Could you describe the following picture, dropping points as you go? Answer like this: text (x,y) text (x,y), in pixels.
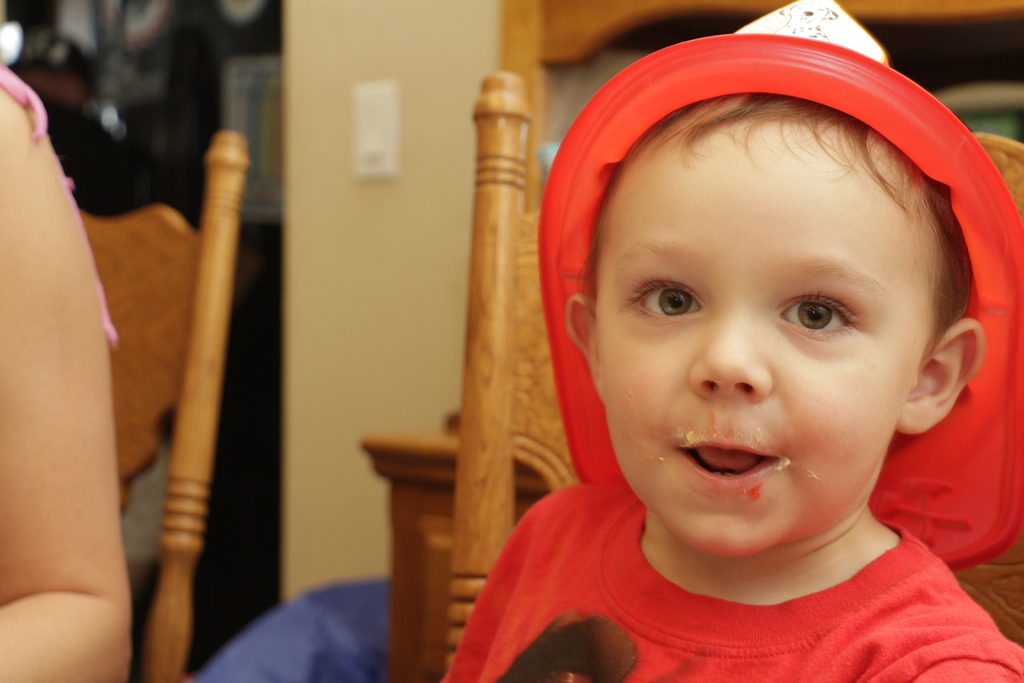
In this picture we can see a child (747,561) smiling and a person's hand (54,494). In the background (201,278) we can see chairs (538,373), wall (404,225) and some objects (411,498).
